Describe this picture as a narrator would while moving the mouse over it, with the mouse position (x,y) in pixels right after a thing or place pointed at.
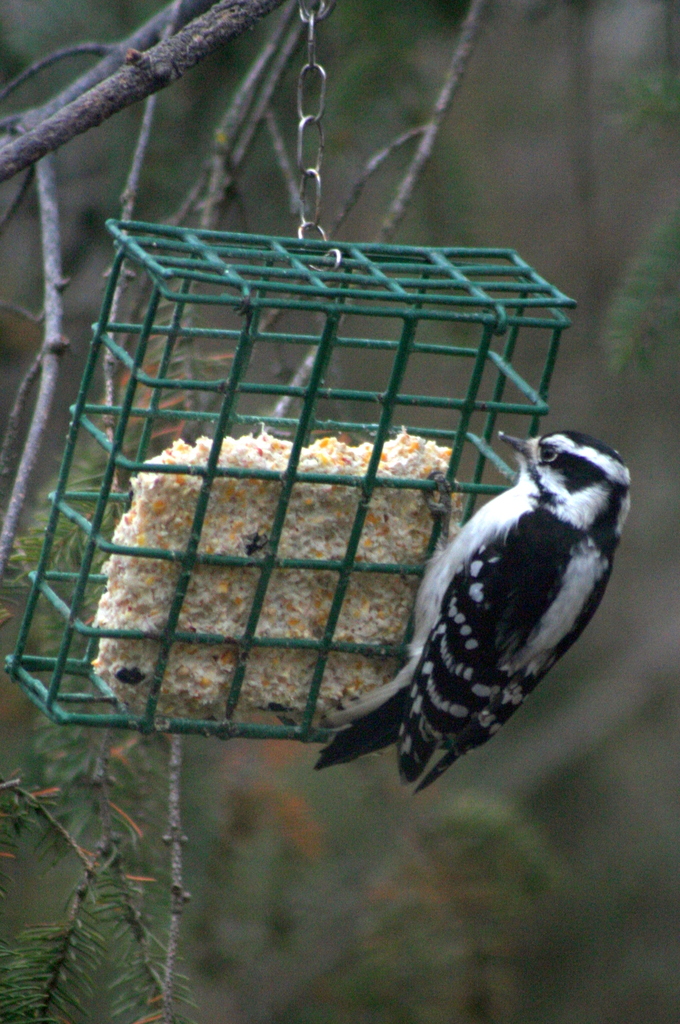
In this image there is a black bird (609,510), a bird cage (435,472) in the foreground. And there are trees (290,144) in the background (9,711).
